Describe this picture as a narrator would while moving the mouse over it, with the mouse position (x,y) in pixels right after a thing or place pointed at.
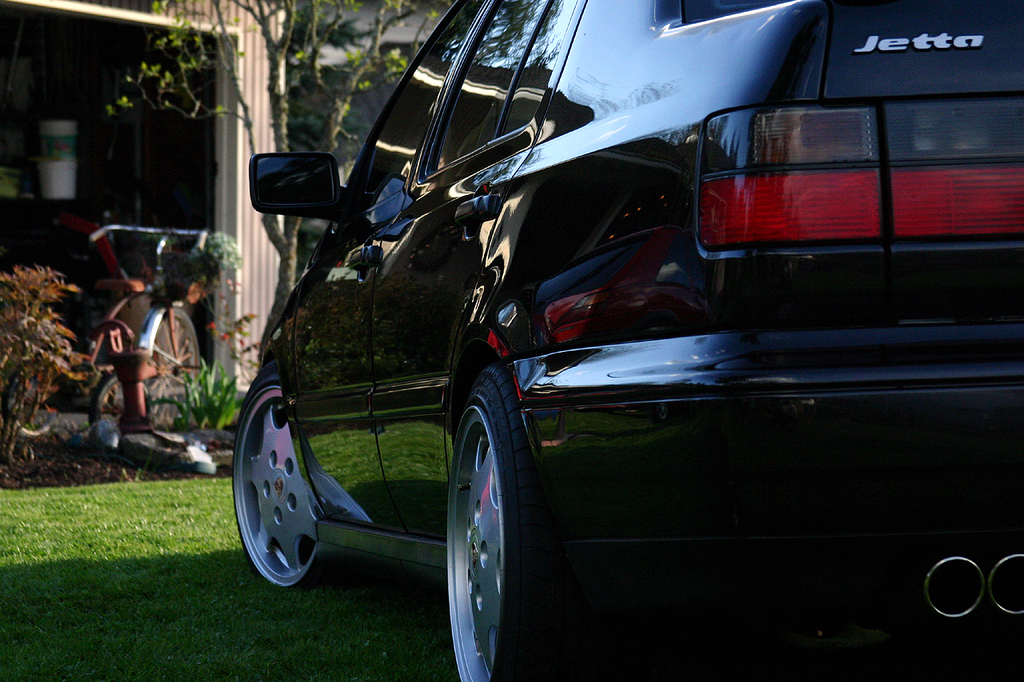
In the center of the image (420,419), we can see a car (426,435) and in the background (272,101), there are trees (277,104), plants (78,356), a shed (74,204) and some buckets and we can see a bicycle (155,348). At the bottom (182,623), there is a ground (214,605).
